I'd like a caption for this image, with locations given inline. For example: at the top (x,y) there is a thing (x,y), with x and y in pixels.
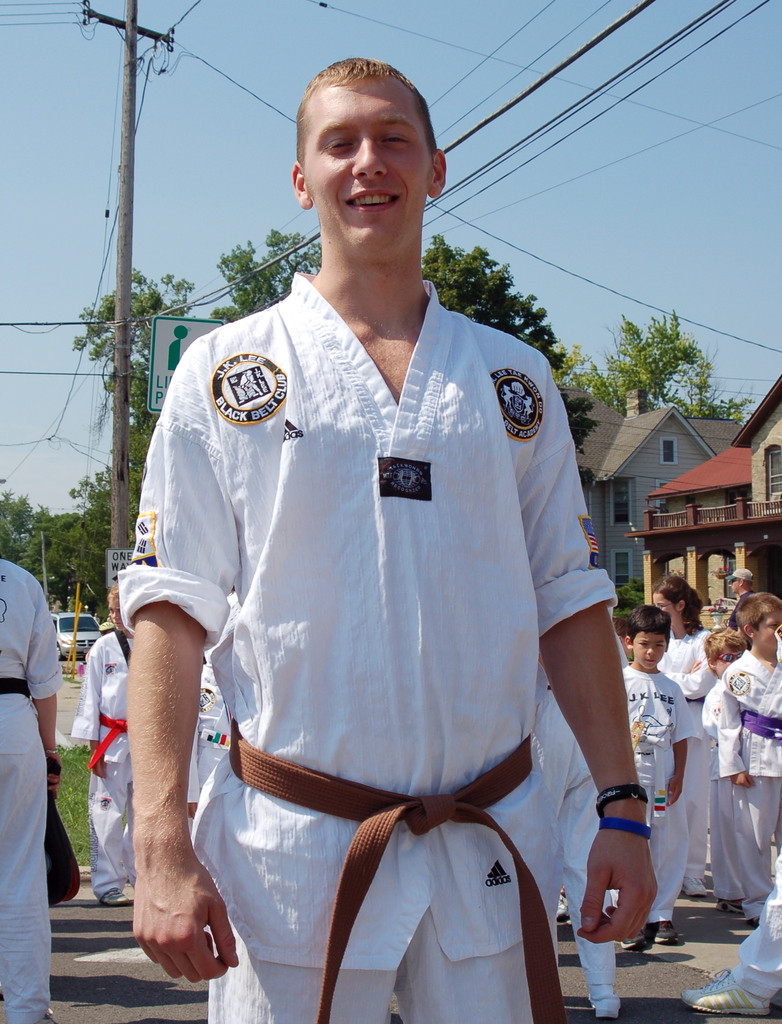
In this image we can see a person (494,558) standing and we can also see trees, electrical poles (127,2), houses (663,424), a car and people (698,752).
